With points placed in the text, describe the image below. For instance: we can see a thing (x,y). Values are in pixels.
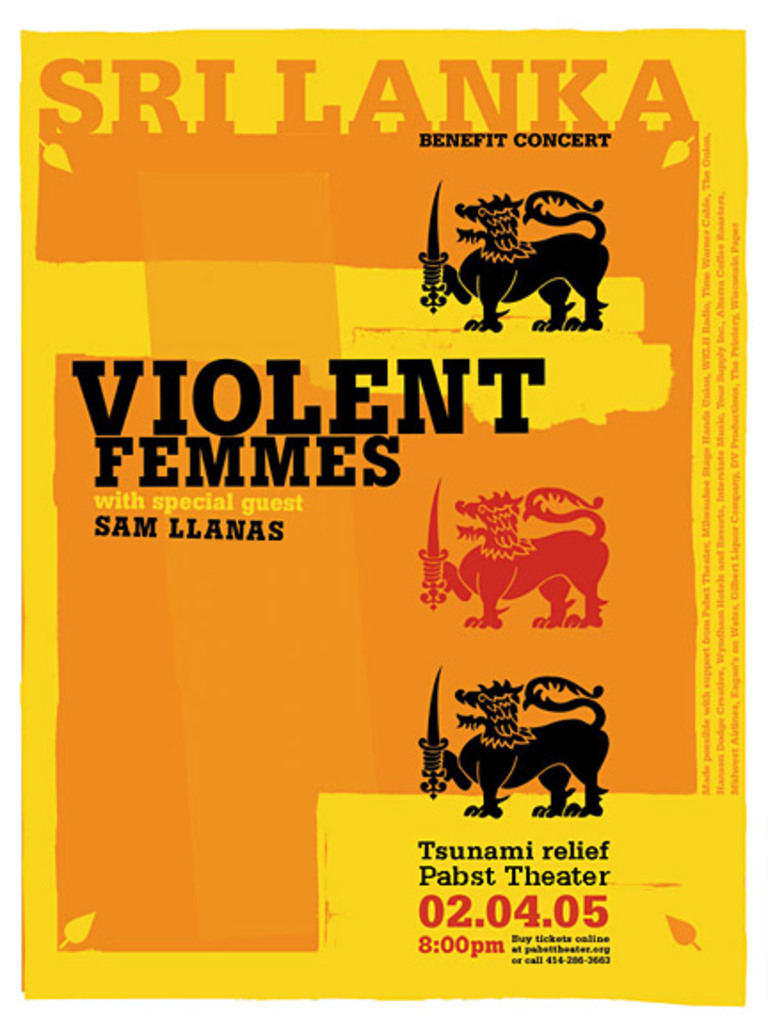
In this picture we can see a poster (290,621), here we can see animals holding swords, leaves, some text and some numbers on it.
